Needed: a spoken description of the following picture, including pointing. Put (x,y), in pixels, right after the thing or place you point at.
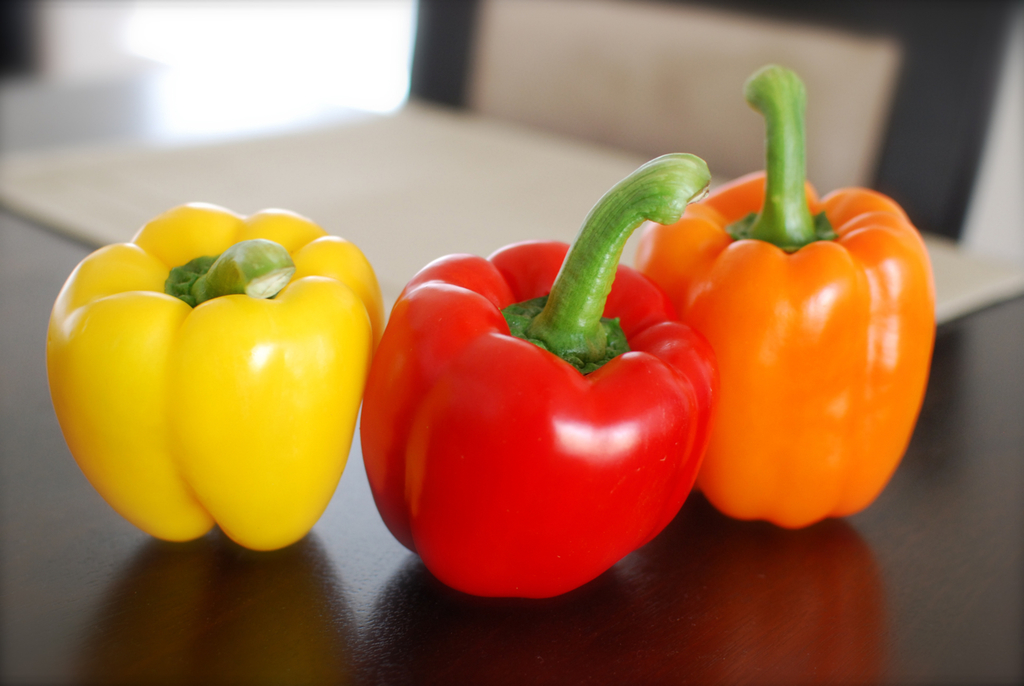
As we can see in the image there is a table (17,289). On table (960,612) there are different types of capsicums (519,322).
